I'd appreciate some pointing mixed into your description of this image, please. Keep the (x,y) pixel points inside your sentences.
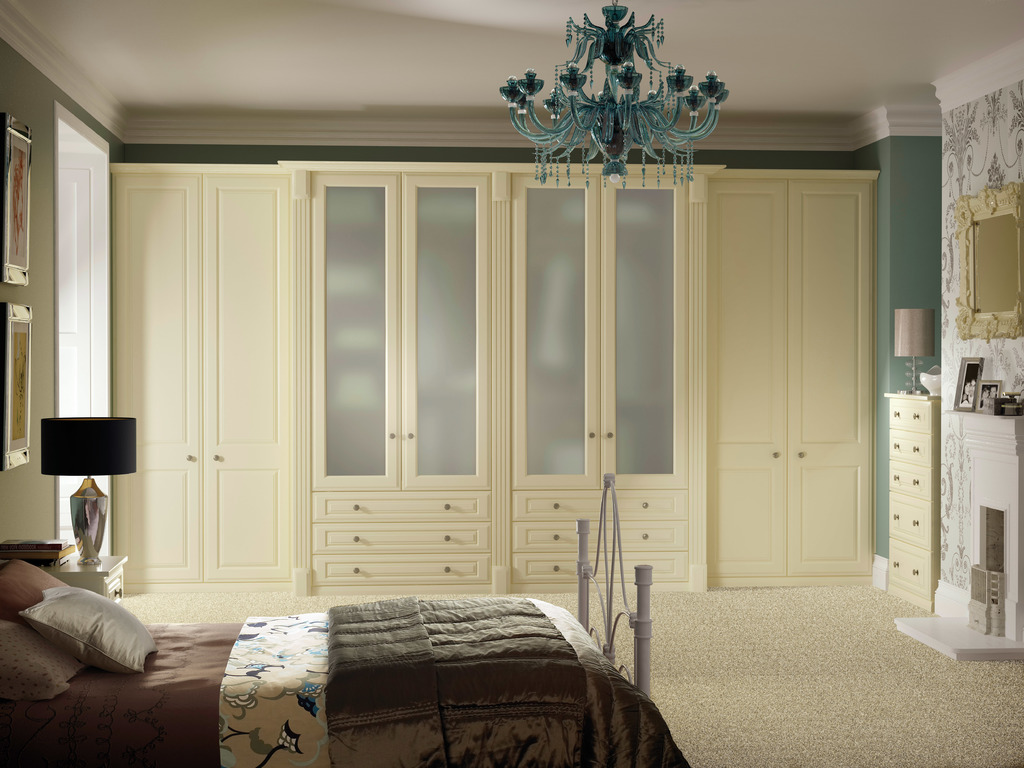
In this image at the bottom (260,682) there is one bed (95,658), on the bed (88,662) there are some pillows (55,661) and blankets (509,624). Beside the bed (573,632) there is one table (100,579), on the table (87,570) there is one lamp (79,439) and on the right side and left side (24,343) there are two photo frames (16,323) on the wall (956,310). And there is one mirror (1001,286), on the right side (910,459) there is one cupboard (897,420). On the cupboard (938,420) there is one lamp (908,325) and one table (993,452), on the table (982,422) there are some photos (967,388). In the background (463,350) there are cupboards (463,350) and doors (753,368), at the top (497,48) there is ceiling (547,66) and one chandelier (625,85).
